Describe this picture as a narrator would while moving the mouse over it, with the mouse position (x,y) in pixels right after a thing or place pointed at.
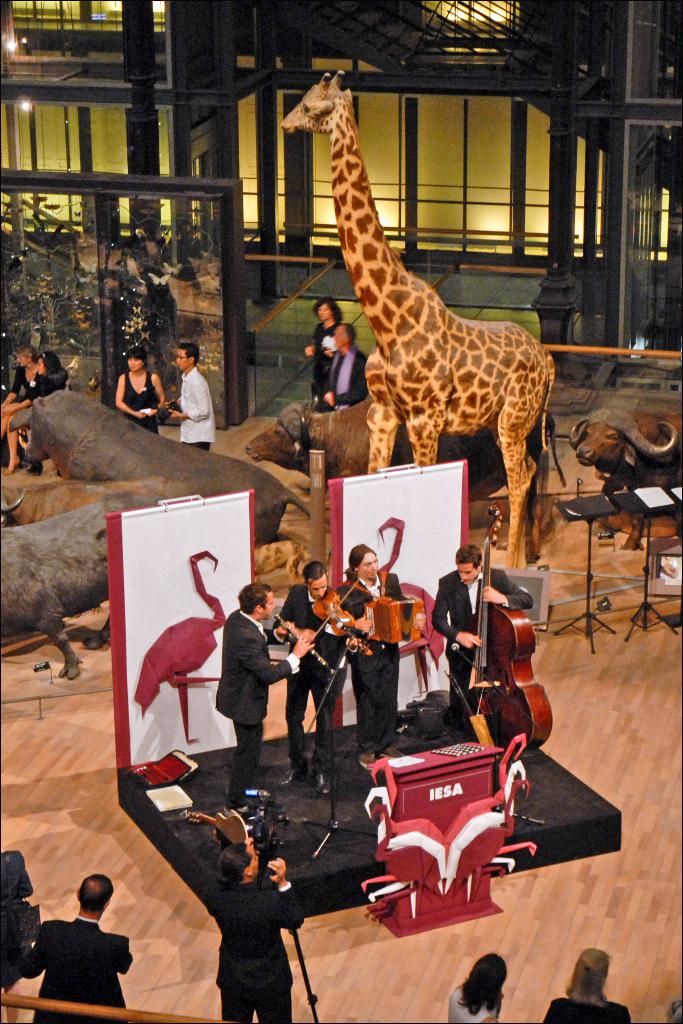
In this image there are a few people (318,689) playing some musical instruments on the stage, in front of them there are some objects (468,746) on the podium (415,829), in front of them there are a few photographers (264,942) and people (11,937), behind them there are a few people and there are some depictions (89,477) of different animals (369,357) and there is a glass wall (438,115) with metal rods (527,99) and stairs (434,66) with a metal rod fence (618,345) and there are some other objects (640,616).
